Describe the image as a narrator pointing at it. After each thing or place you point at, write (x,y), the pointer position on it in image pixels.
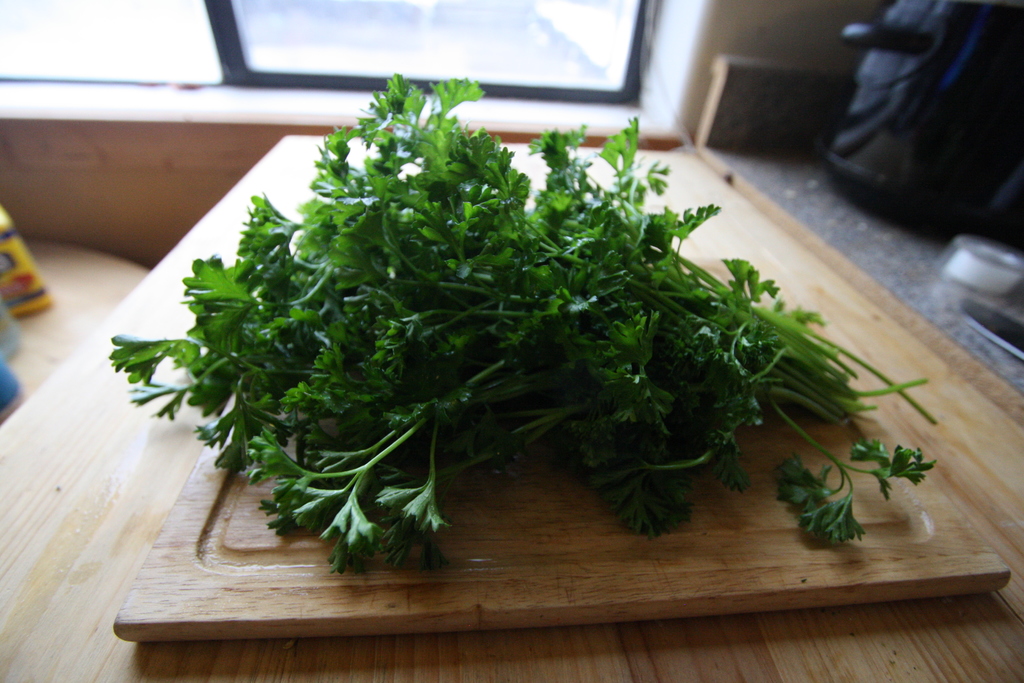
In this image there are leafy vegetables (457,339) on the chopping board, the chopping board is on top of a table (747,200), beside the table (689,239) there is a kitchen platform (758,182), on top of the platform (920,305), there are some objects (896,120), in front of the table (1,464) there is a glass window (271,72), beside the table (161,268) there are some objects (27,294).
